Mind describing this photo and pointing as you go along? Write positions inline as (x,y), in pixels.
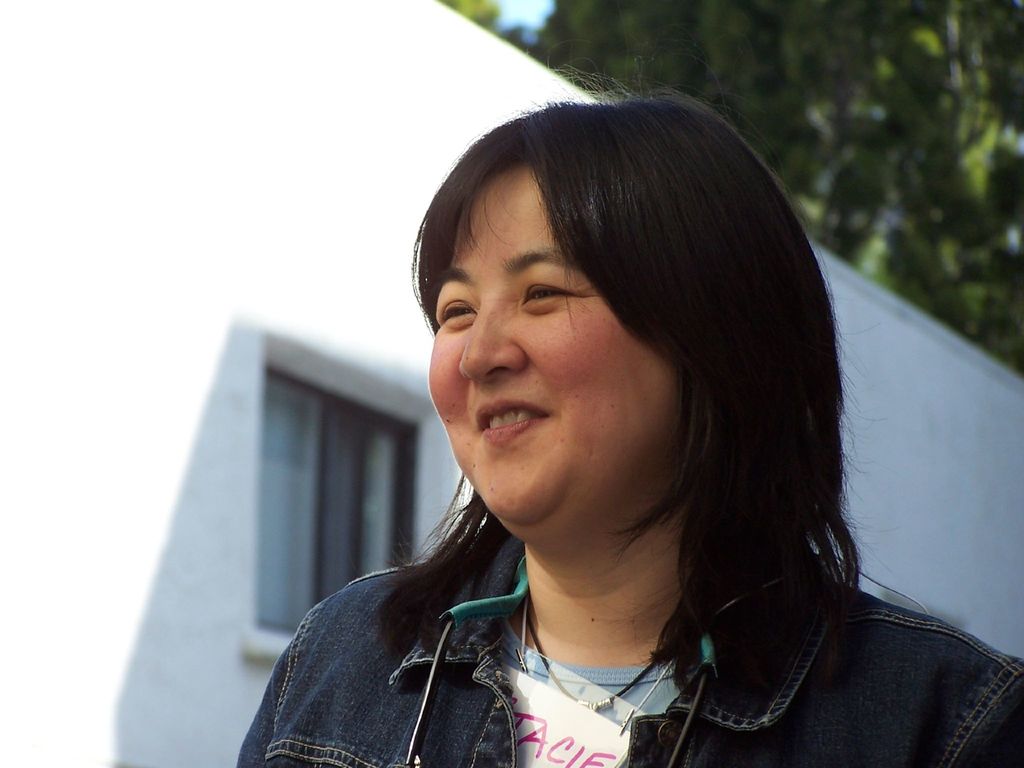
The woman (550,536) in front of the picture wearing blue T-shirt (579,689) and blue jacket (314,659) is smiling. Behind her, we see windows (304,570) and a building (219,342) in white color. In the background (791,182), there are trees (836,150).
